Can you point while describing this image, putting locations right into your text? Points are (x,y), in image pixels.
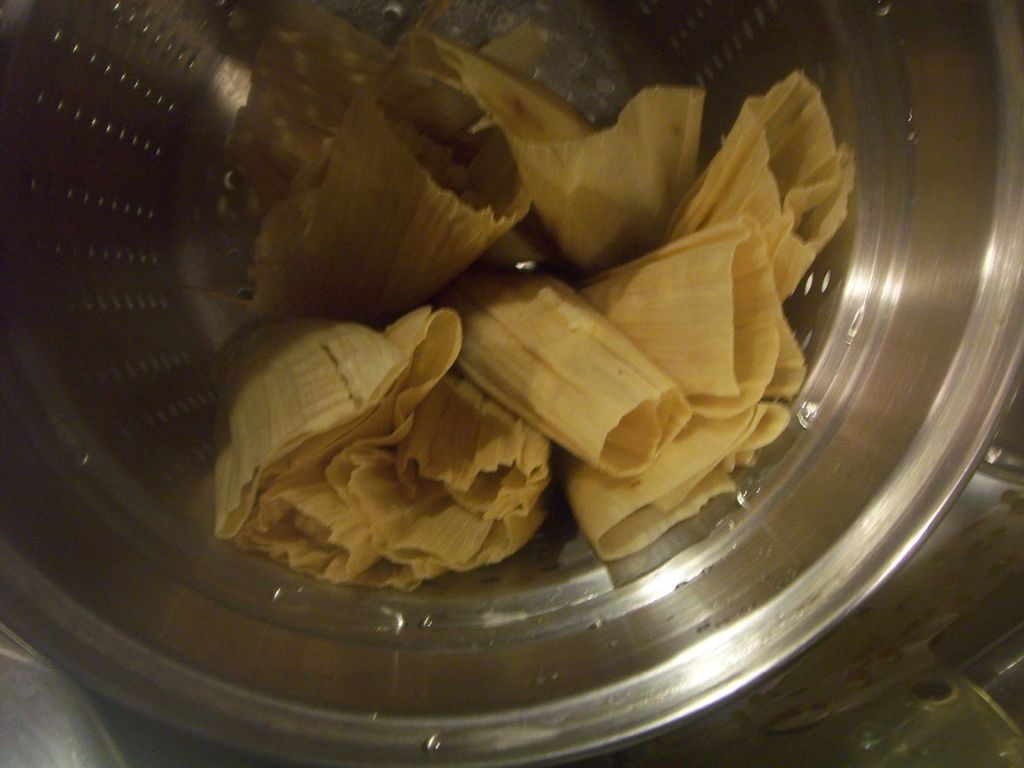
In this image I can see a pot (720,599). In the pot (902,421) it looks like the tamales (416,389).
